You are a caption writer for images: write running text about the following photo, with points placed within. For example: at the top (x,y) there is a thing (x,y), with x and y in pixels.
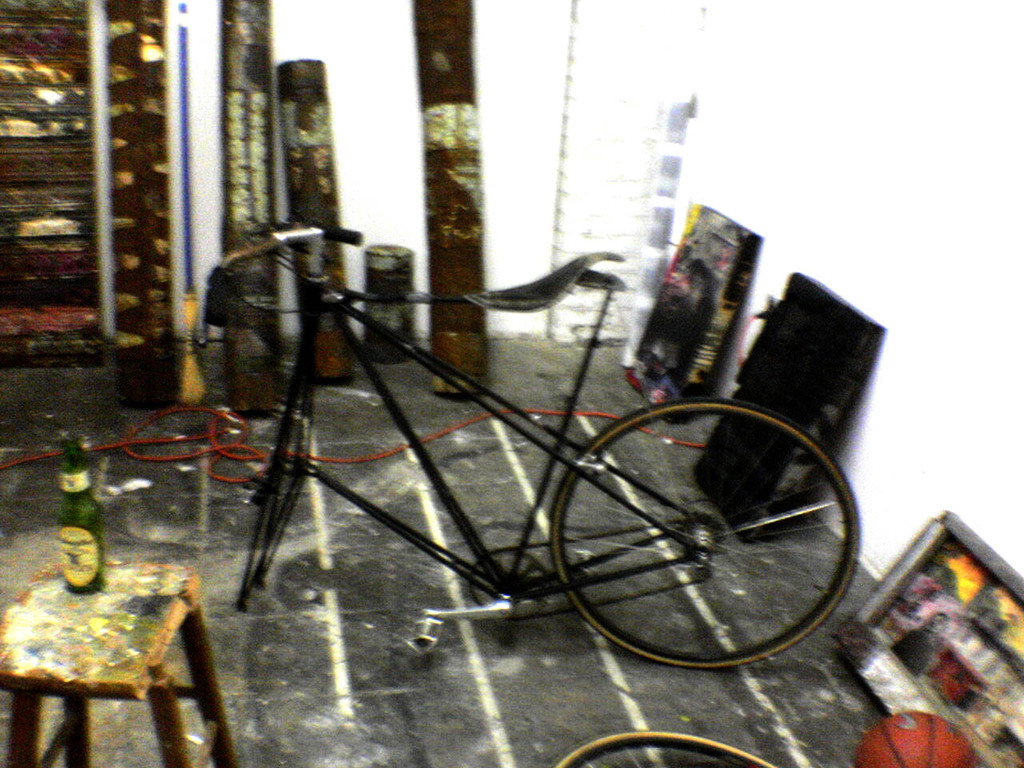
In this picture we can see a bottle (68,566) on a stool (126,616), bicycle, ball (901,724), pipe (132,440) and some objects (238,169) on the floor (486,651).
